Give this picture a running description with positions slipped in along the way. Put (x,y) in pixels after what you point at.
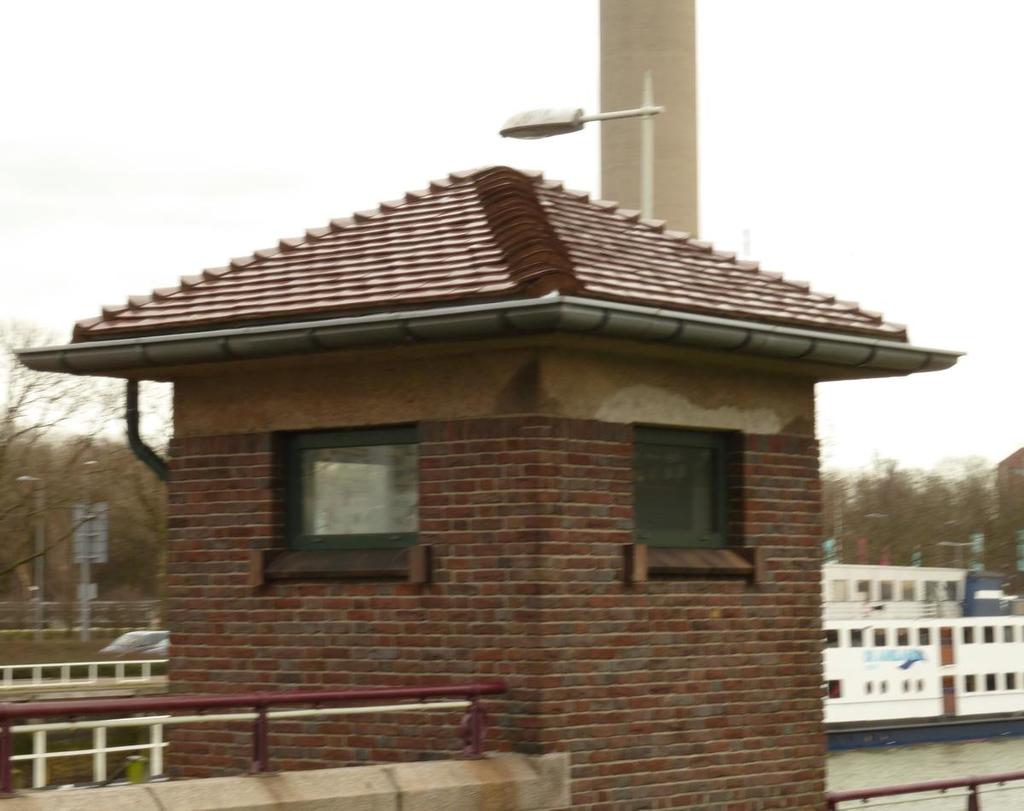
In this image we can see a shed (295,591) with brick wall (451,563), windows (672,504). Near to that there are railings (995,779). Also there is a light pole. In the background (128,496) there are trees (869,501), water (893,805) and a boat (861,629) with windows (876,640). Also there is sky (343,108). And there are poles (37,575) on the left side (41,552).
